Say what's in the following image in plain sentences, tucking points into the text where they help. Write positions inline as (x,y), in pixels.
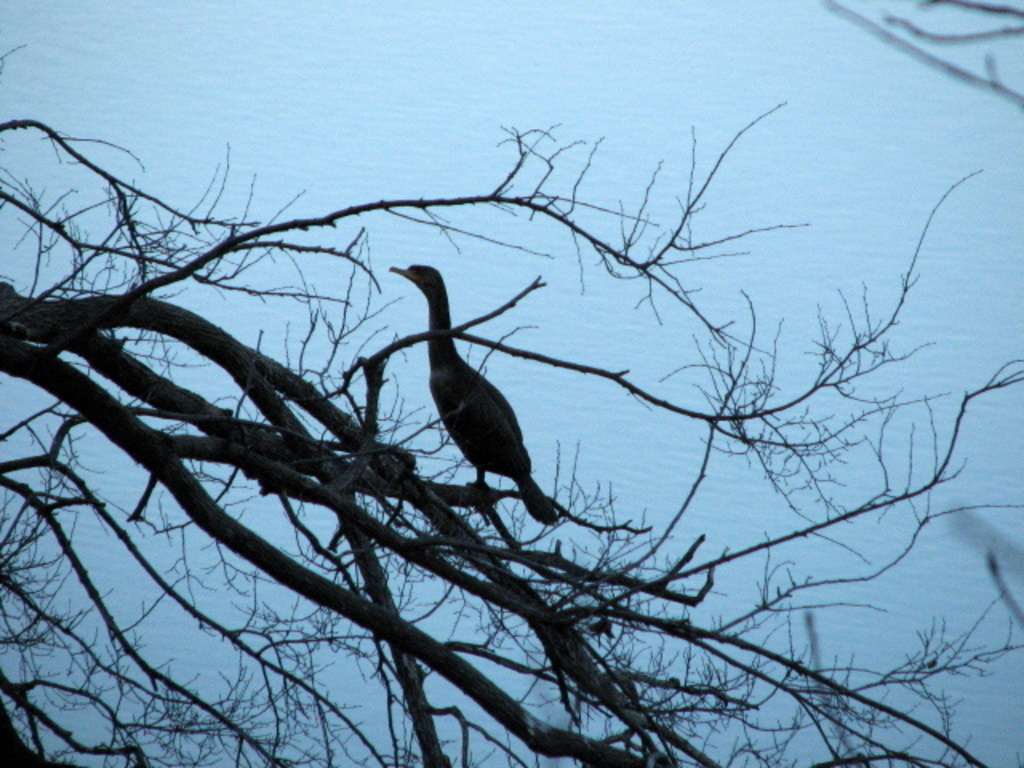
In this image in the middle (458,444), there is a bird (459,429). At the bottom (231,532) there are trees (292,426). In the background (865,160) there is water (646,96).
